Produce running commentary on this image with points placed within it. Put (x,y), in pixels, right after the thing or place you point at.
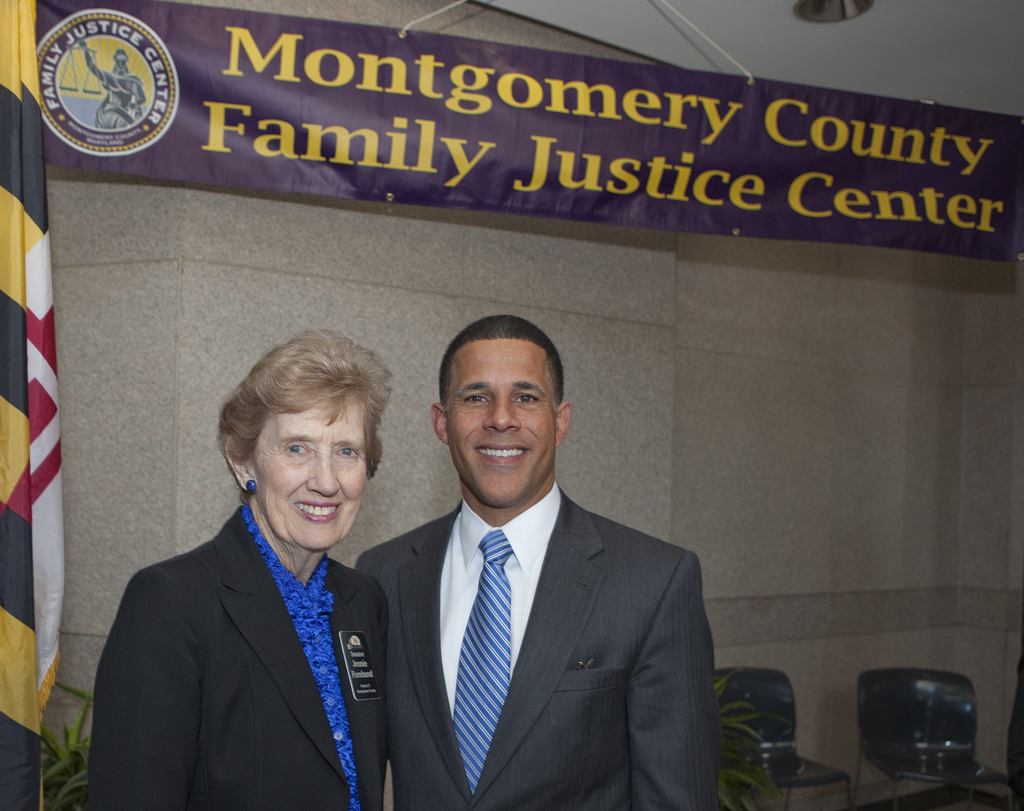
In this picture we can see there are two people (290,618) are standing, and behind the people (406,684) there are house plants (731,725), chairs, wall (135,369) and a banner (657,110).
